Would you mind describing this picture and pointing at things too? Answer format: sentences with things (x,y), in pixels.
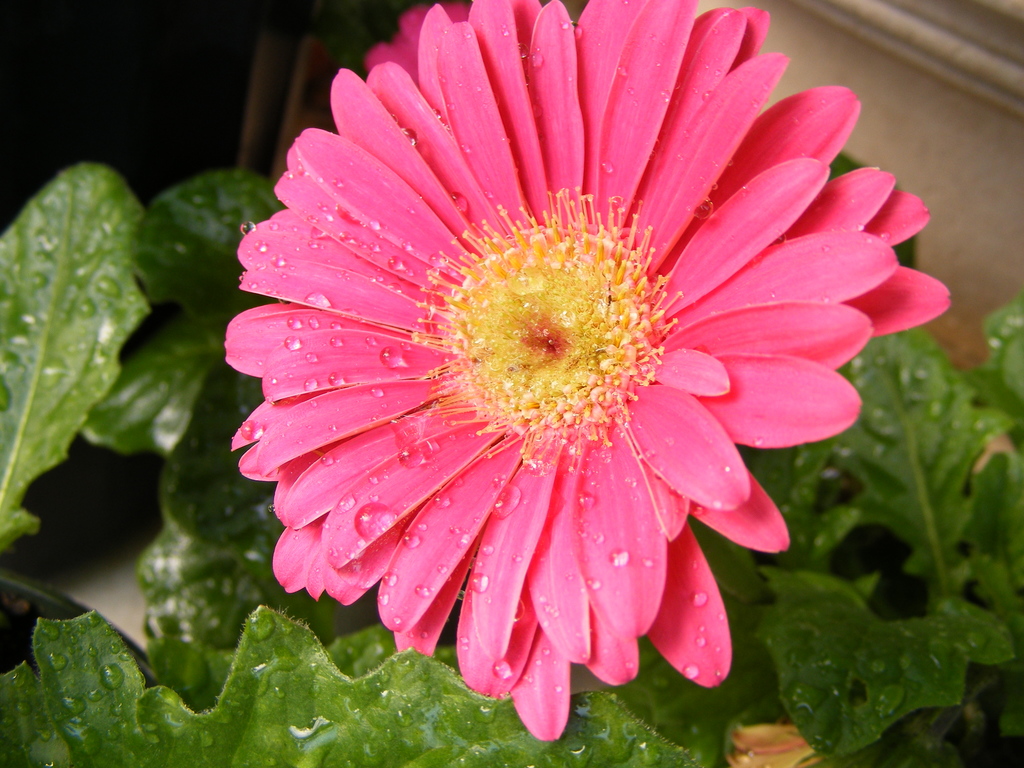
In this image we can see a pink color flower (559,590). In the background (260,741), we can see leaves (117,408) and a wall (895,70).
